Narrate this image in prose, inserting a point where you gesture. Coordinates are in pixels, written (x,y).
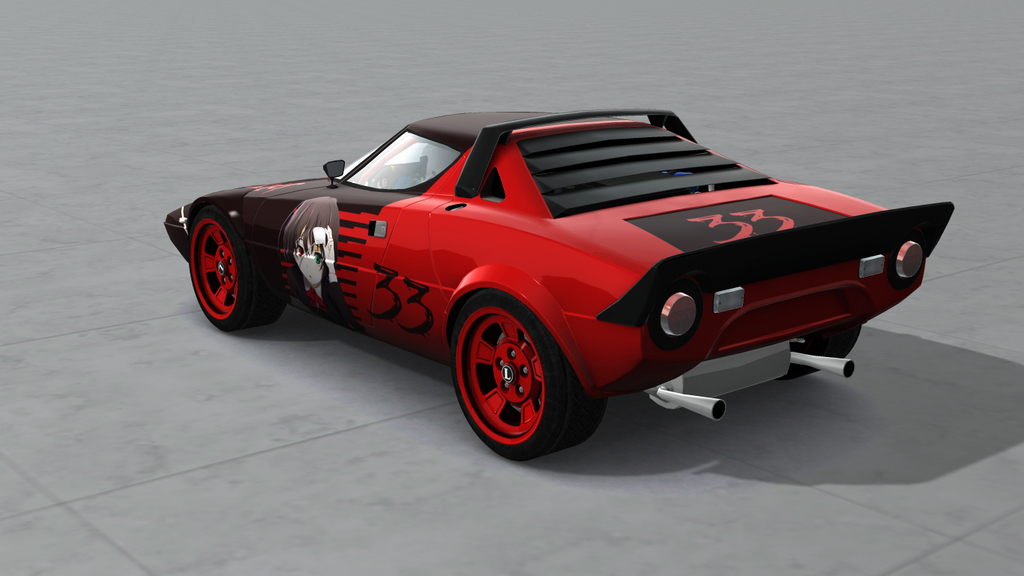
In this image we can see red color car (410,262) which is on road (126,131).
